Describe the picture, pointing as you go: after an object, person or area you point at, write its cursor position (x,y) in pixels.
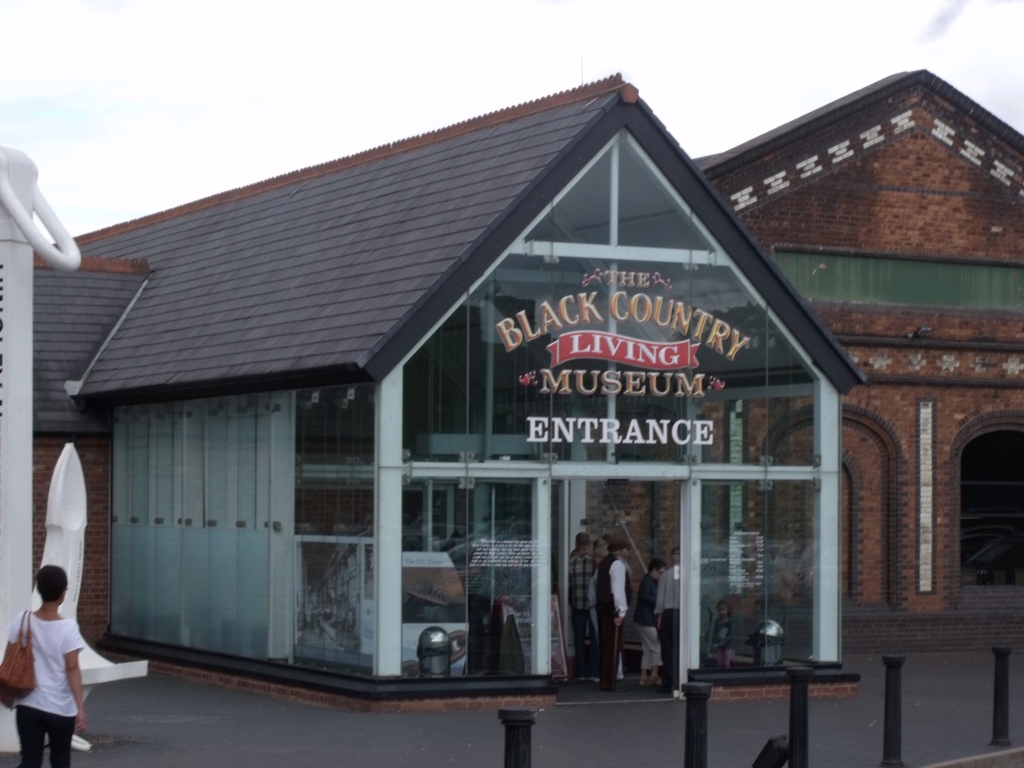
In this image I can see a person (24,642) standing wearing white shirt (63,659), black pant (38,749), brown color bag (8,690). Background (608,299) I can see building (290,445) in brown color. I can also see a glass door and sky (166,106) is in white color.
